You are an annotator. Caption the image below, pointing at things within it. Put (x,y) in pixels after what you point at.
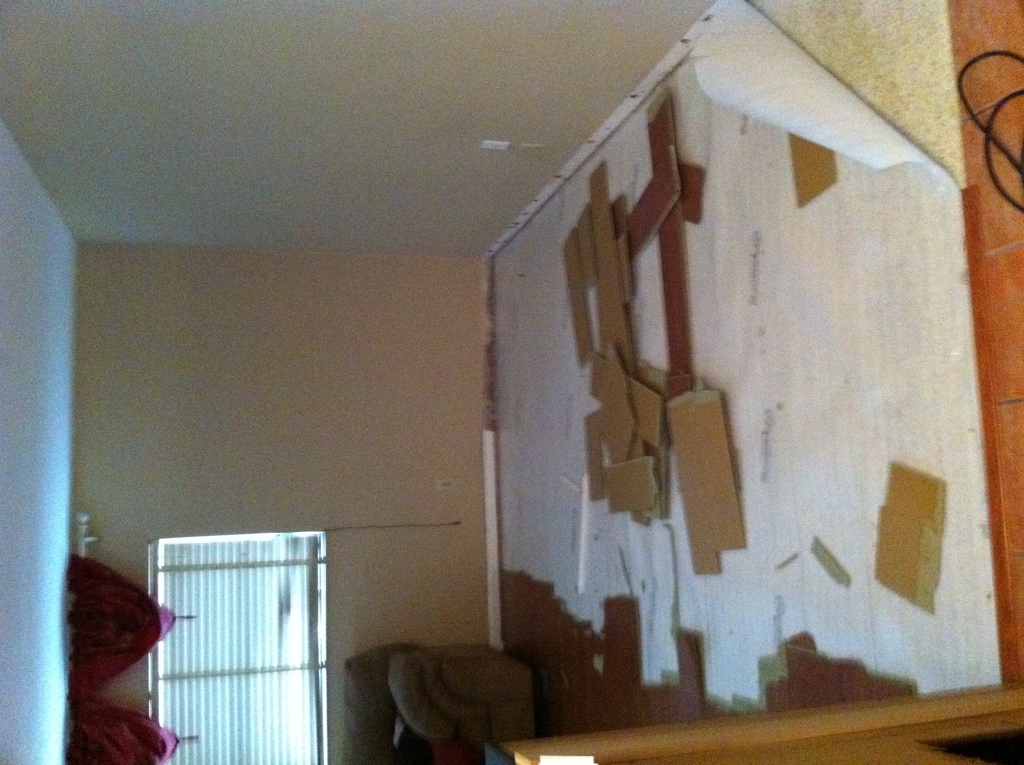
In this image I can see there is a window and on the right side (707,511) there some wooden pieces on the floor (754,219).
